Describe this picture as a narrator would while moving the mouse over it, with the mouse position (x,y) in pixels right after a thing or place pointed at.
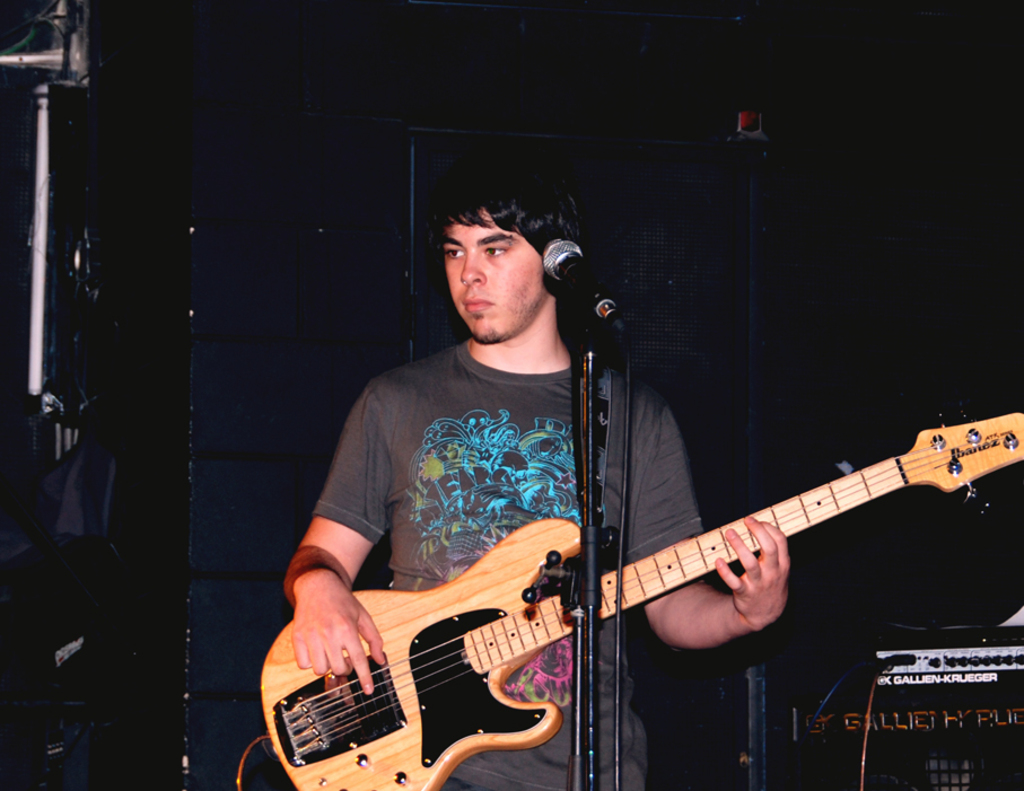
In the middle of the image (551,458) a man (499,518) is holding a guitar (946,434). In the middle of the image (565,280) there is a microphone (594,305). Bottom right side of the image (997,769) there is a electronic device (960,765).
